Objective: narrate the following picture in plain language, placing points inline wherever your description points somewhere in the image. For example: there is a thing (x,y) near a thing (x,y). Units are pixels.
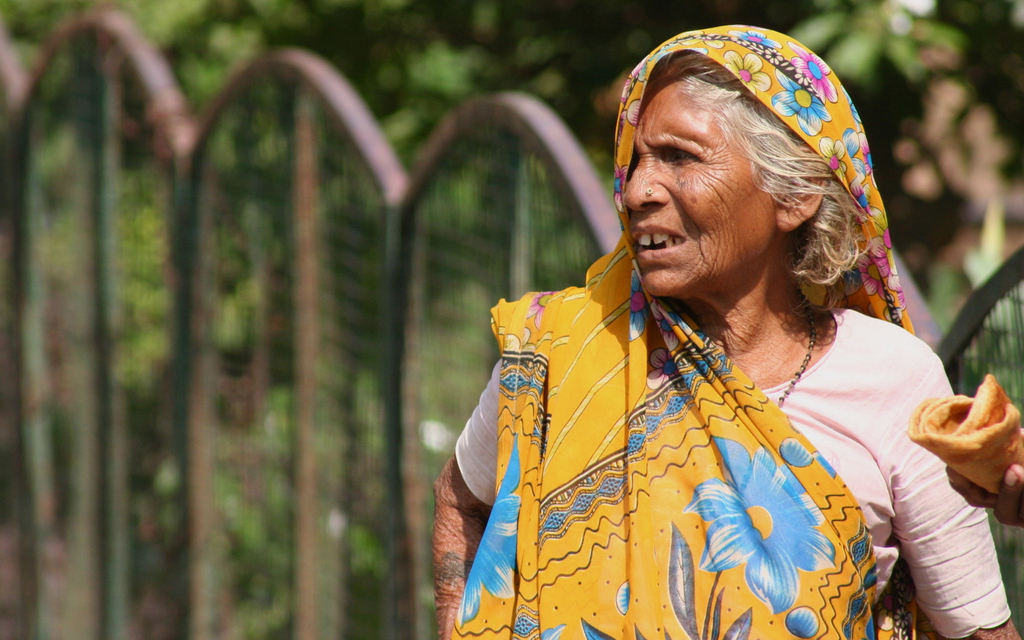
In this image on the right side (836,437) we can see a woman (878,455) and there is an object (945,410) in the fingers (1004,483) of a person (1023,500). In the background (307,205) we can see a fence (81,127) and trees (878,73).
